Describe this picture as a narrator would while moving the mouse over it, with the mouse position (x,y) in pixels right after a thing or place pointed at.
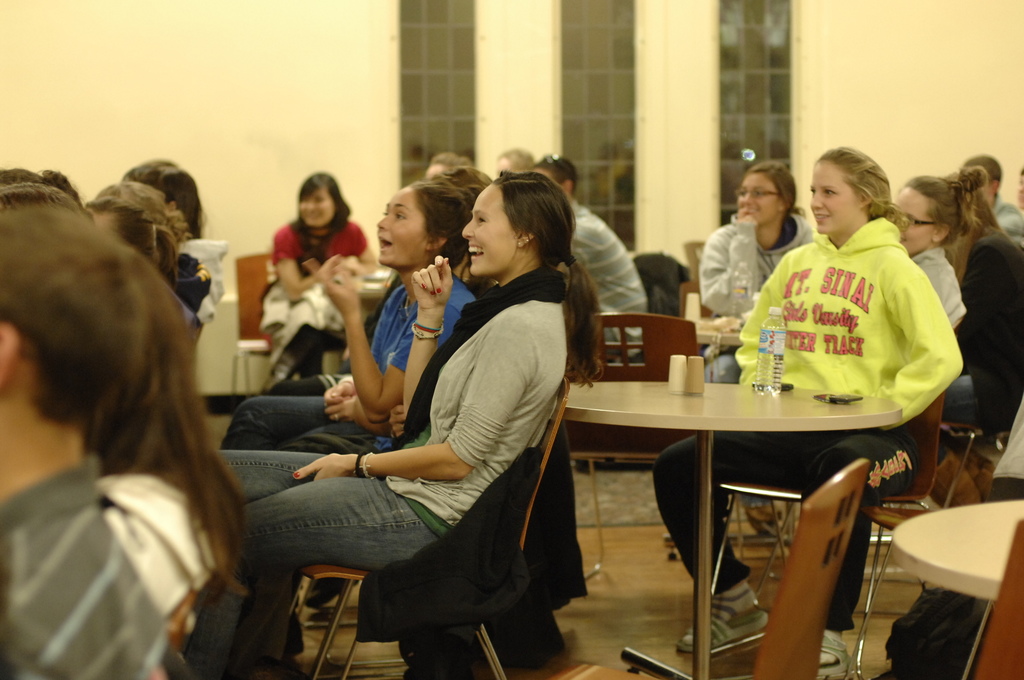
In this image I can see a group of people (540,349) are sitting on the chairs (832,545) in front of a table (707,483). In the background (421,132) I can see a wall (365,141) and windows (610,162). This image is taken in a hall (473,229).
